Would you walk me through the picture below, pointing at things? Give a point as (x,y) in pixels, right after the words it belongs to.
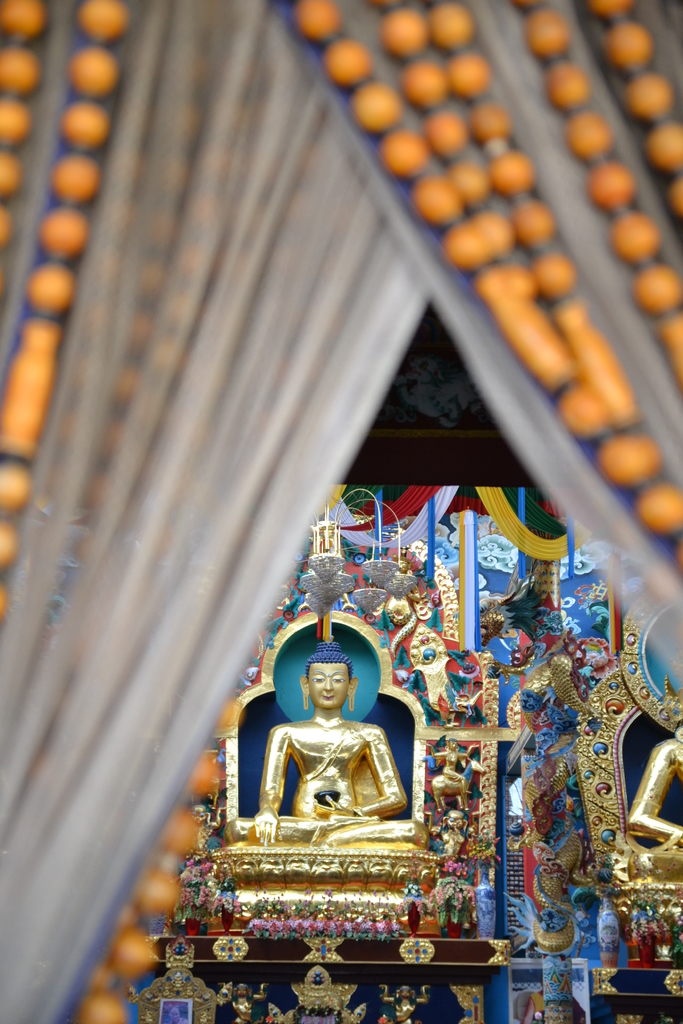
In this picture we can see a curtain (338,235) in the front (318,321), in the background (365,823) we can see a statue (356,815) and some decorative things (538,651).
